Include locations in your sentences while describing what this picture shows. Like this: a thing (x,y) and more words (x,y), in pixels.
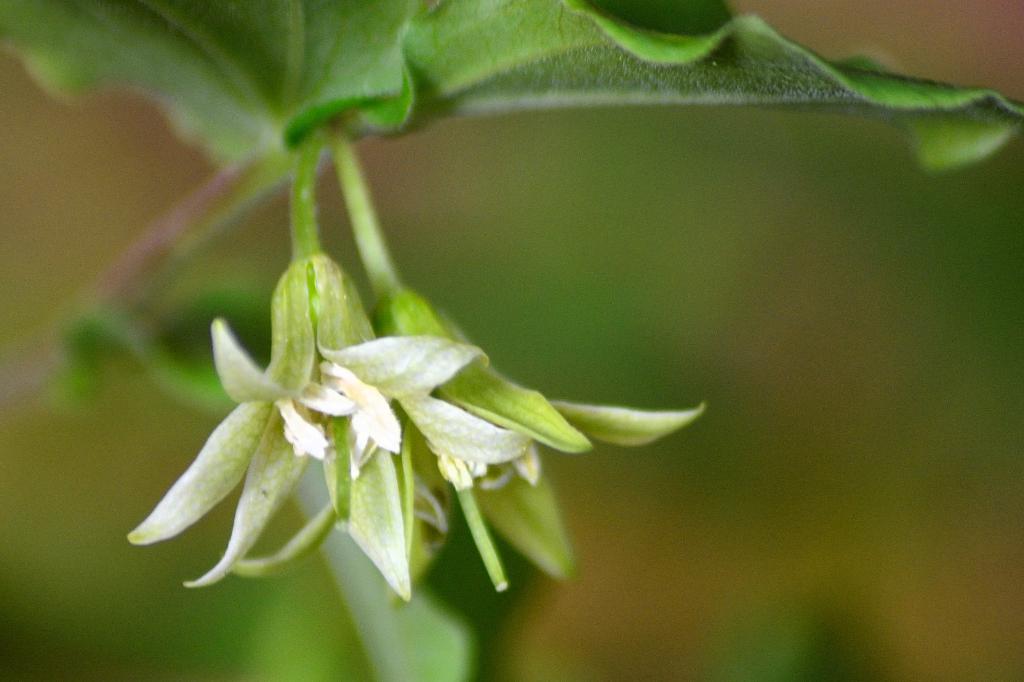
In the picture I can see flower plant (399,467). The background of the image (472,569) is blurred.
